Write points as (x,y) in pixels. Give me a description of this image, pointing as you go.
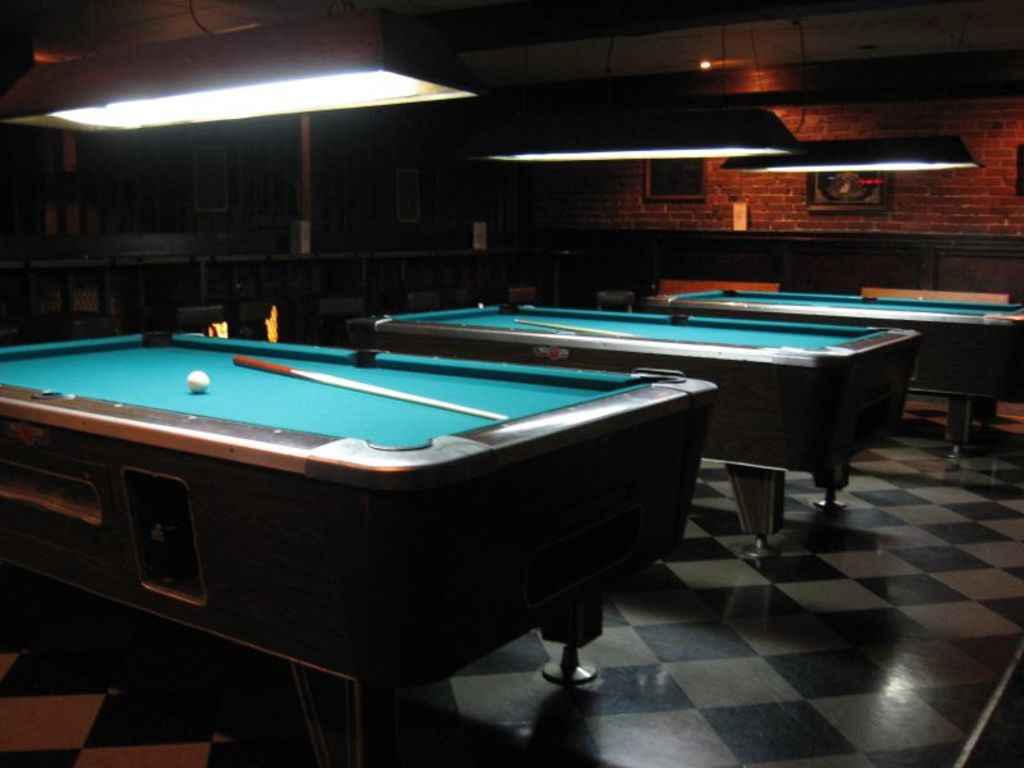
In this picture we can see a light (291,97), and here is a table (92,390) with a ball (203,381) and stick (301,374) on it, and here is the floor (489,667) and here is the wall (625,206) made up of bricks (724,177), and photo frames (683,182) on it.
